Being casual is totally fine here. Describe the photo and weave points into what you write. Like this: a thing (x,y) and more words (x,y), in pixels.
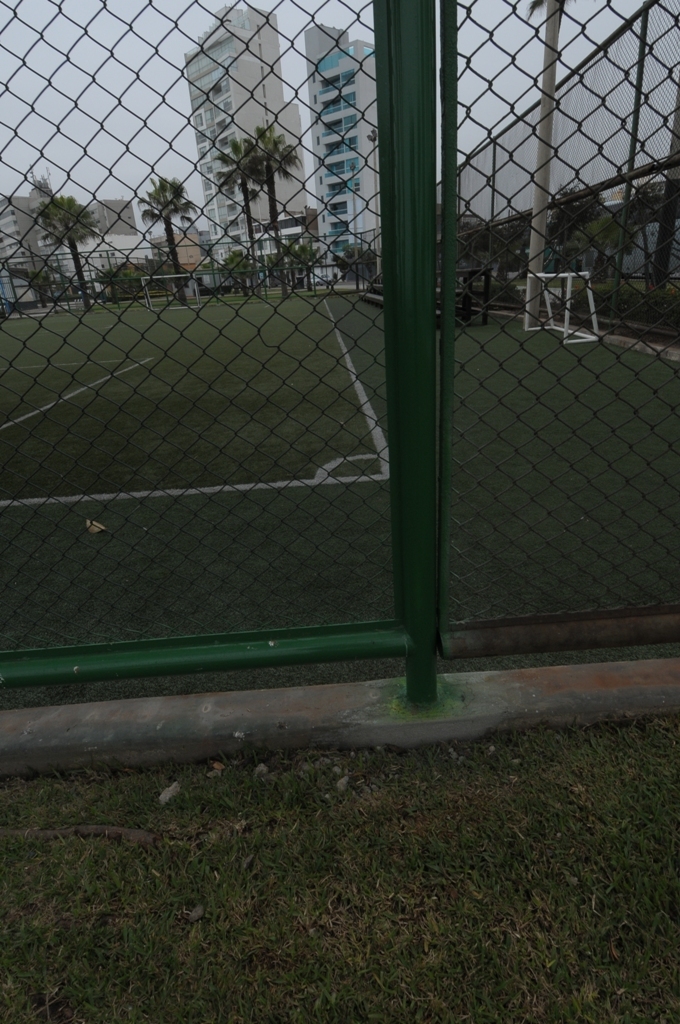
In the picture I can see a green fence (412,345) and there is a greenery ground (257,371) in front of it and there are trees (270,200) and buildings (234,192) in the background (181,212).
